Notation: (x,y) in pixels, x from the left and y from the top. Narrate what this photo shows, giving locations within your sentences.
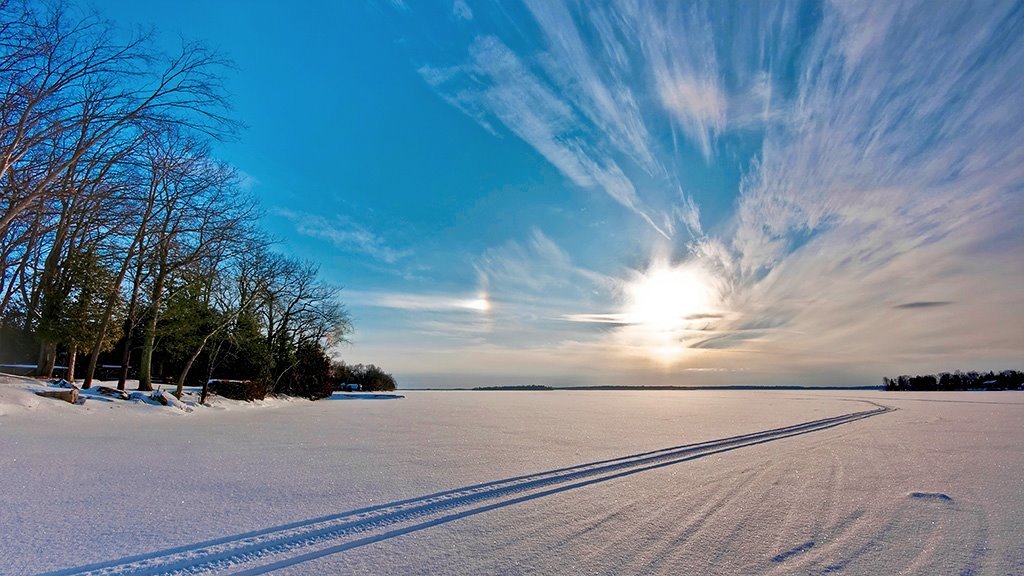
At the bottom of the image (355,412) there is snow (19,452). In the middle of the image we can see some trees (63,234). At the top of the image (603,8) there are some clouds (979,338) and sun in the sky (645,223).
